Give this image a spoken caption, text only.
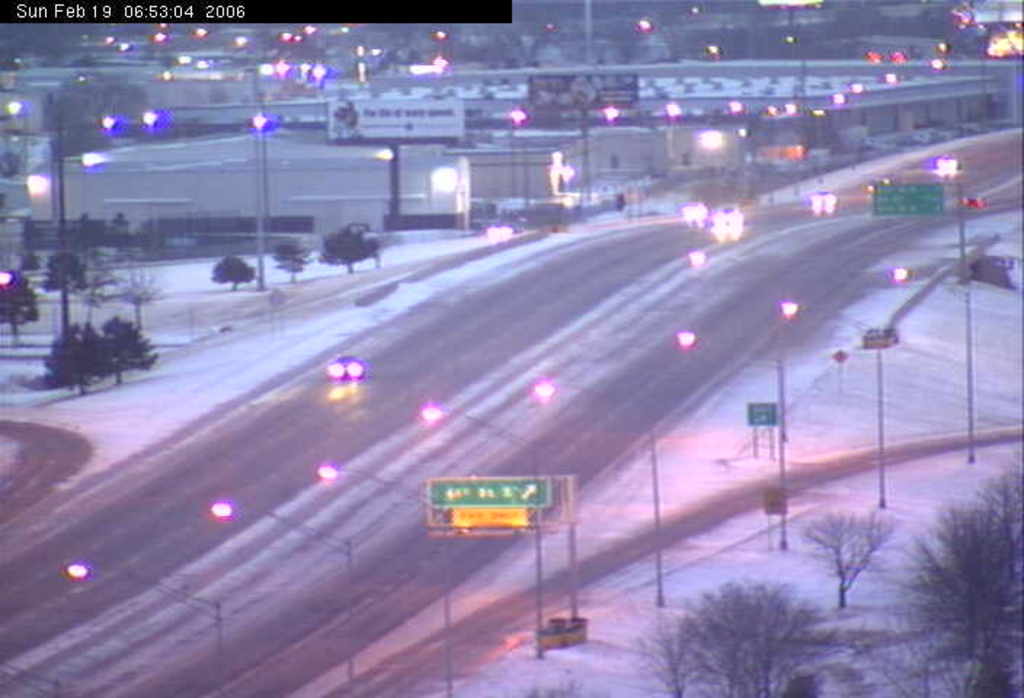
In this picture we can see poles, lights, trees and name boards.
